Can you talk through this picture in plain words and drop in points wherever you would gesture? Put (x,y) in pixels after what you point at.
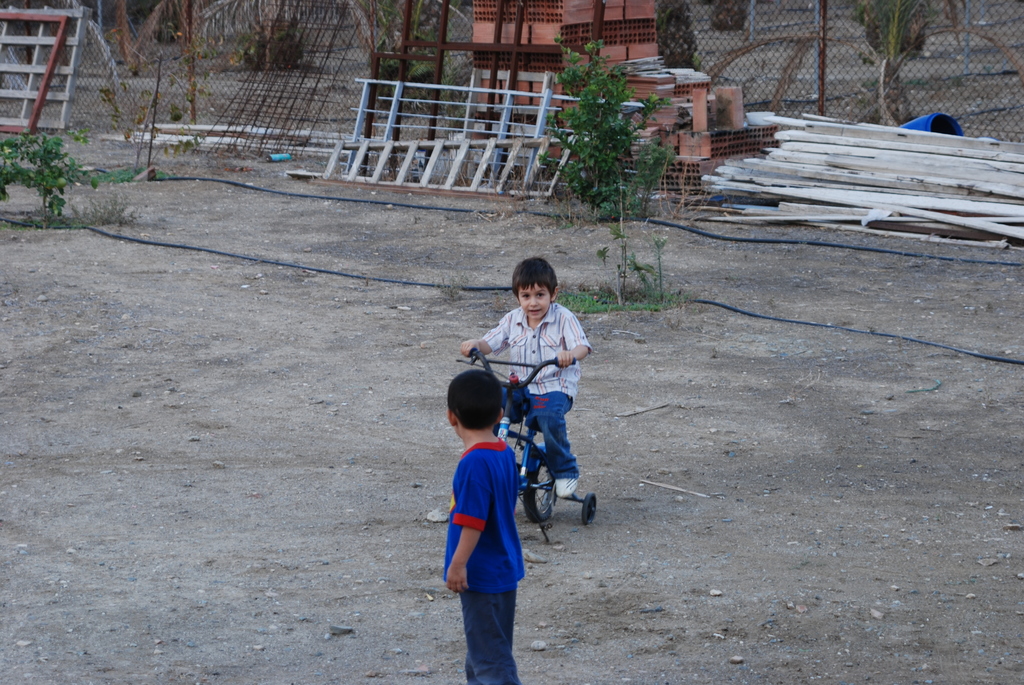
In this picture we can see a boy (495,337) riding bicycle (516,441) on ground (894,465) and here other boy (473,474) looking at him and in background (488,138) we can see ladders (404,143), wooden material (786,130), fence (724,77), rods (283,68), tree (50,153), drums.
